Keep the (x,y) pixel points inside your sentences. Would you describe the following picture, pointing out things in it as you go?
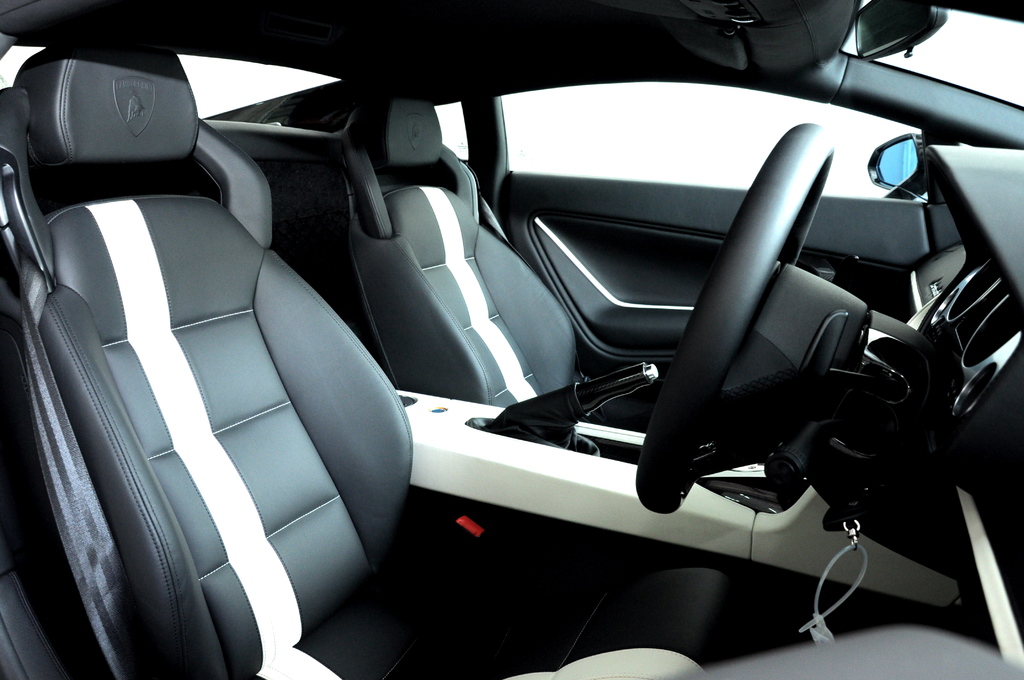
This picture is clicked inside the car (414,317). To the left (254,367) there are car seats (290,335). In the between the car seats (272,389) there is a handbrake (547,418). To the right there is a steering wheel (701,338). There is a key (859,508) near to the steering wheel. In the background (744,134) there is a window (660,148) to the car (635,173). Outside the window (859,145) there is a mirror (899,176). There is text (139,84) on the car seats (165,116).
